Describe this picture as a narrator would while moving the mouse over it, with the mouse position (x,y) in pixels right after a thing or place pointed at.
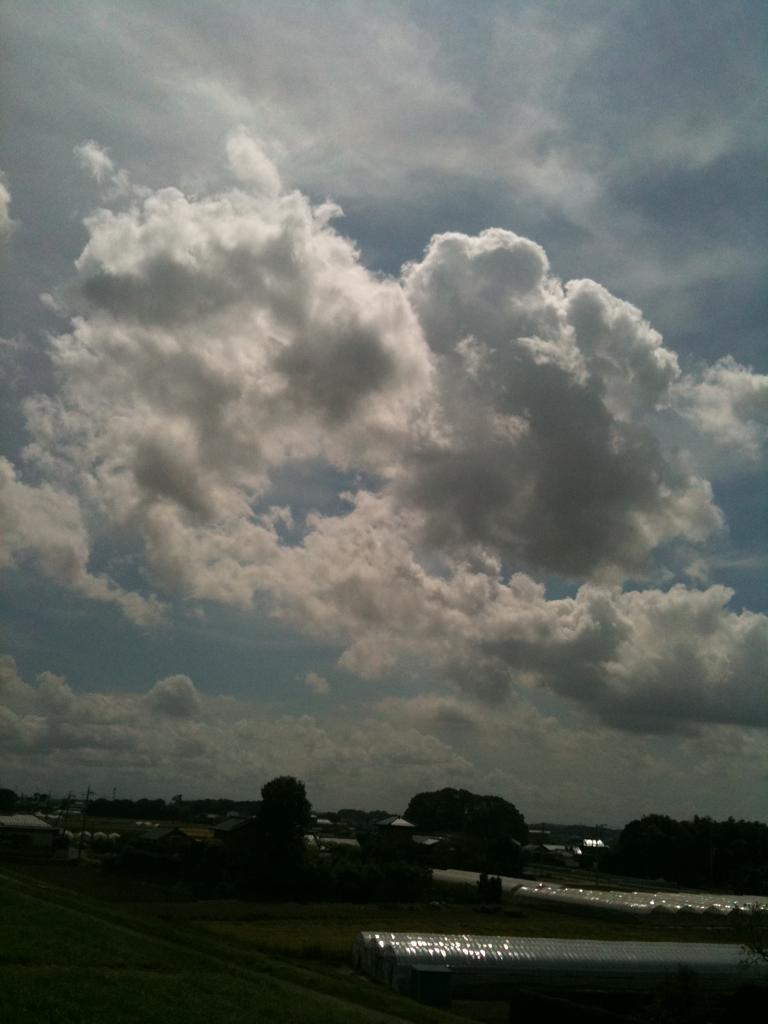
In this image we can see the fields (64,953) at the bottom of the image (46,971) and there are some buildings (554,848) and we can see some trees (460,824). There are some sheds (555,971) on the right side of the image (570,971) and in the background (355,524) we can see the sky (244,146) with clouds (59,415).
